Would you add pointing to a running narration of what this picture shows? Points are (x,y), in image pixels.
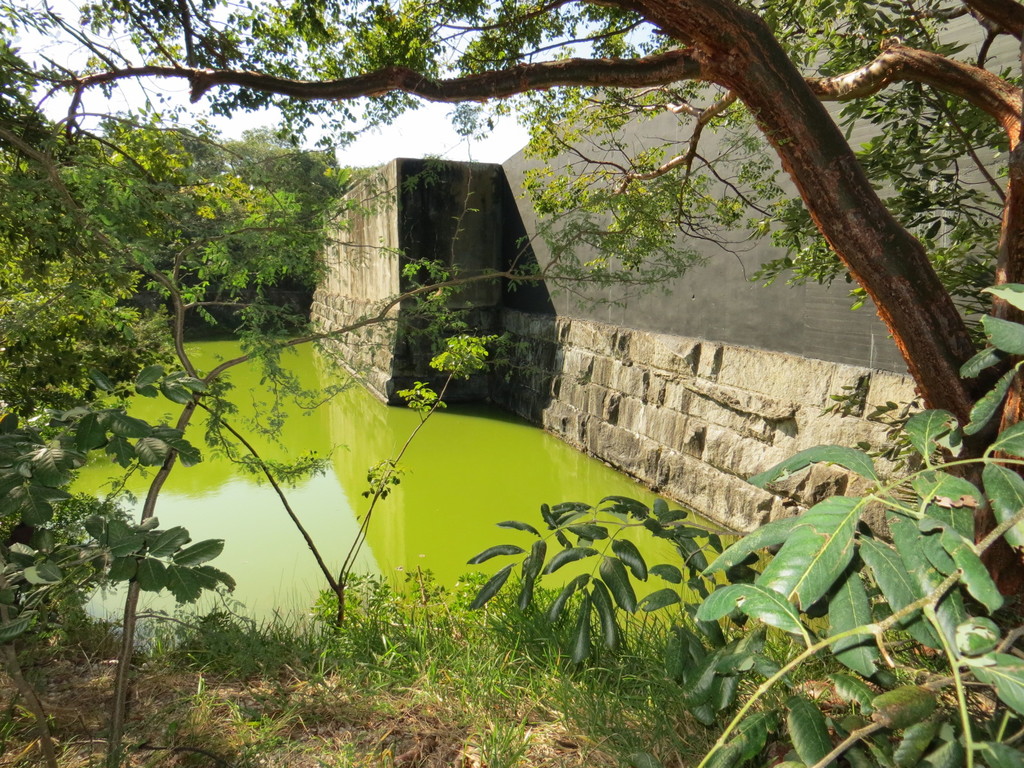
In the center of the image (498,469) there is water (487,448). At the bottom of the image (420,687) there is grass (479,666) on the surface (374,714). On the right side of the image (758,292) there is a wall (763,389). In the background of the image (499,128) there are trees (135,194) and sky (430,133).
